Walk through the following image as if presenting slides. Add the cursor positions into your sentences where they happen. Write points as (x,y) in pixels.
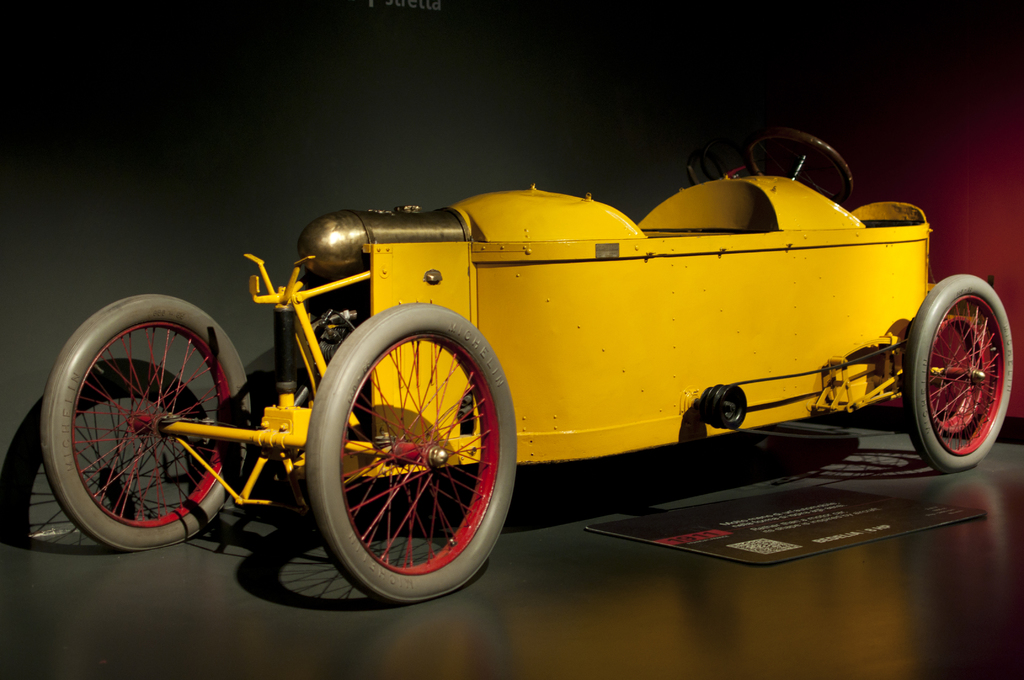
There is a yellow color vehicle (701,310) and there is an object (776,520) placed beside it on the ground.
